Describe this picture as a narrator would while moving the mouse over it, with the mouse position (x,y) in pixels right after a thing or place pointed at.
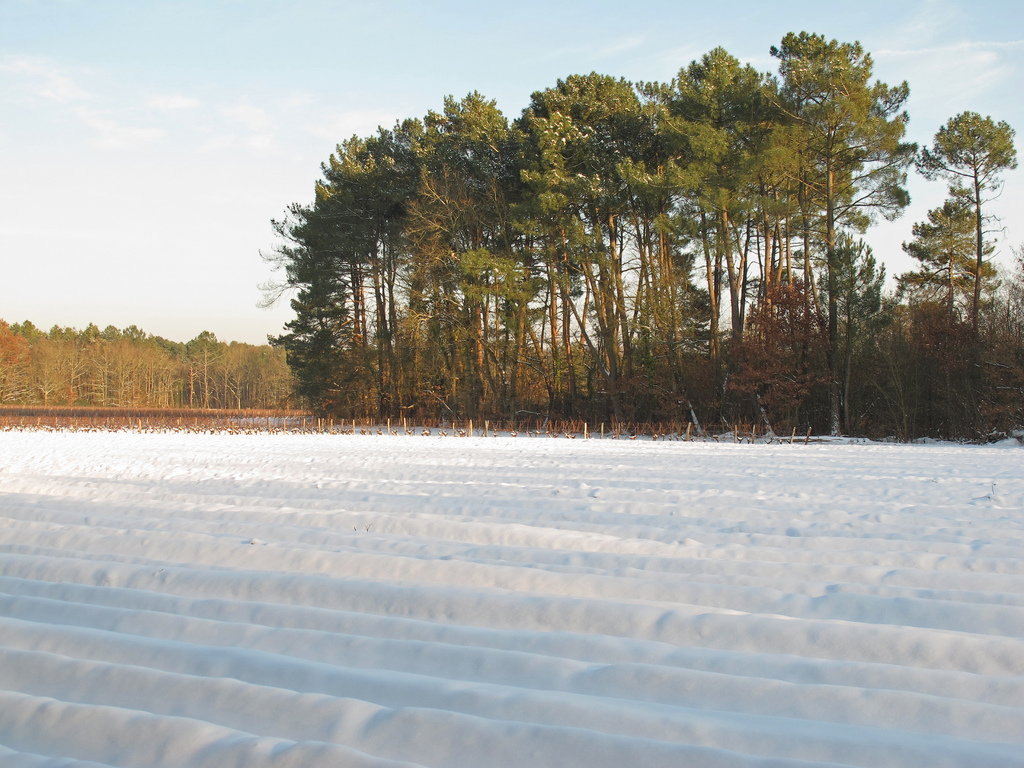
This is snow (524,725). In the background (34,375) we can see trees (737,330) and sky (198,144).
